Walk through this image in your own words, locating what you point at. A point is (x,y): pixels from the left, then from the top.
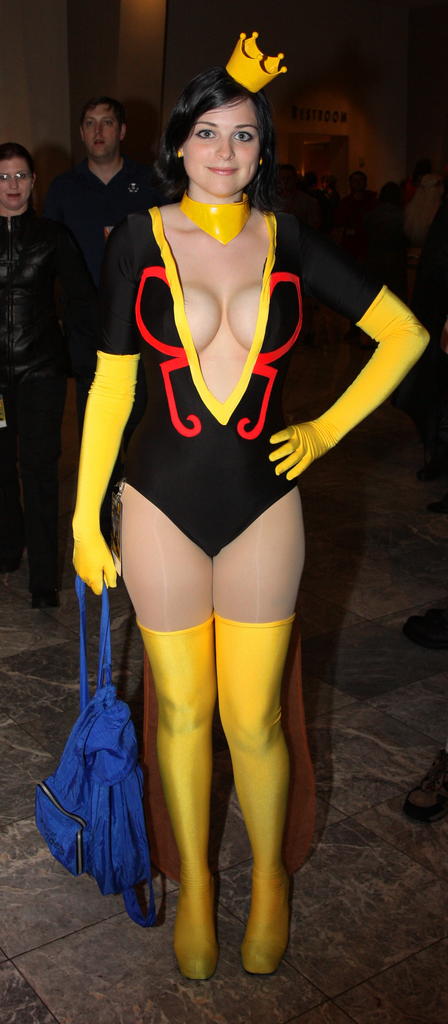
In the foreground of the picture (256,552) we can see a woman (201,371) standing. On the left (54,297) we can see two persons (62,212). In the background (154,38) there are people (357,197) and wall (176,38).
